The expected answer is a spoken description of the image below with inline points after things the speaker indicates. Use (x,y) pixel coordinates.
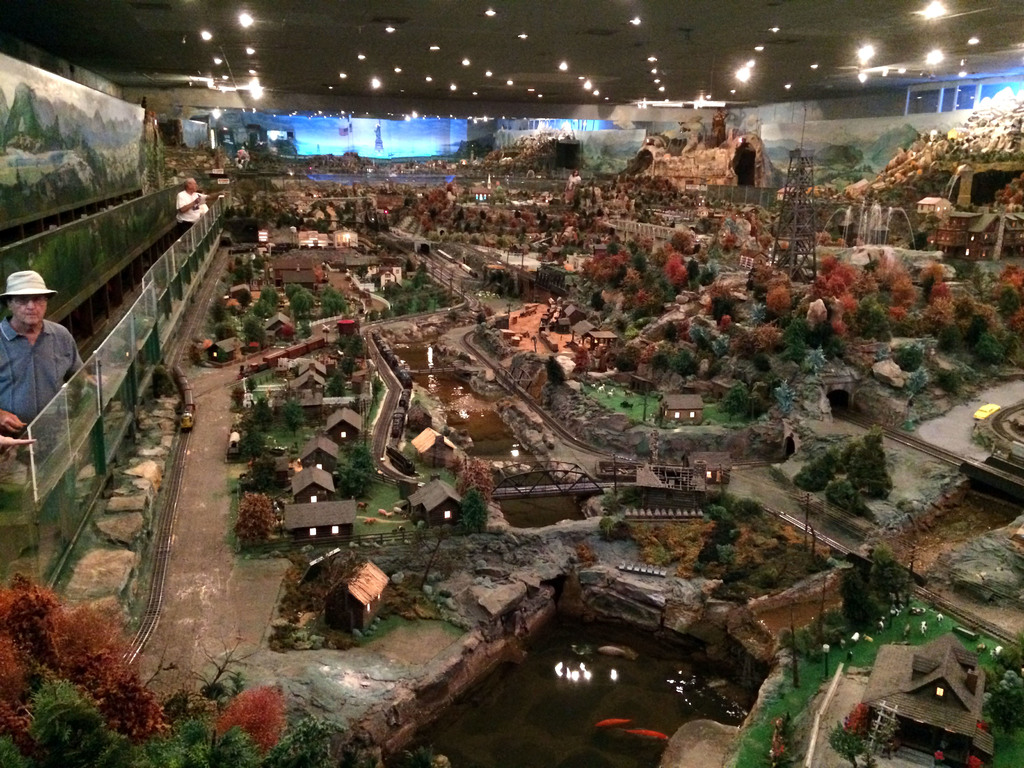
In this picture there are two people (190,197) and we can see board (117,242), water (509,689) and fence (159,301). We can see miniature of houses (337,519), trees (248,699), trains (184,426), car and tower (792,260). In the background of the image (390,130) we can see lights (974,43) and screen (417,138).
